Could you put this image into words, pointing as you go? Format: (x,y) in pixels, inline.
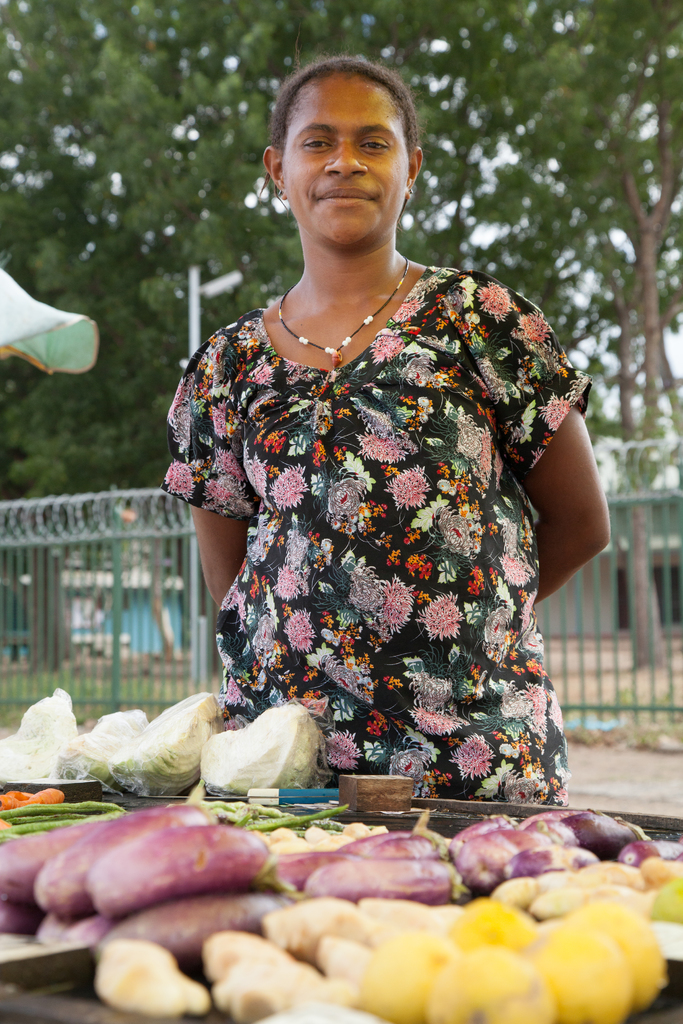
In this image there is a lady (405,536) standing with a smile on her face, in front of her there is a stall (286,721) of vegetables (292,902), behind her there is a railing (26,505), building (659,567), trees (140,338) and a pole (198,282).
